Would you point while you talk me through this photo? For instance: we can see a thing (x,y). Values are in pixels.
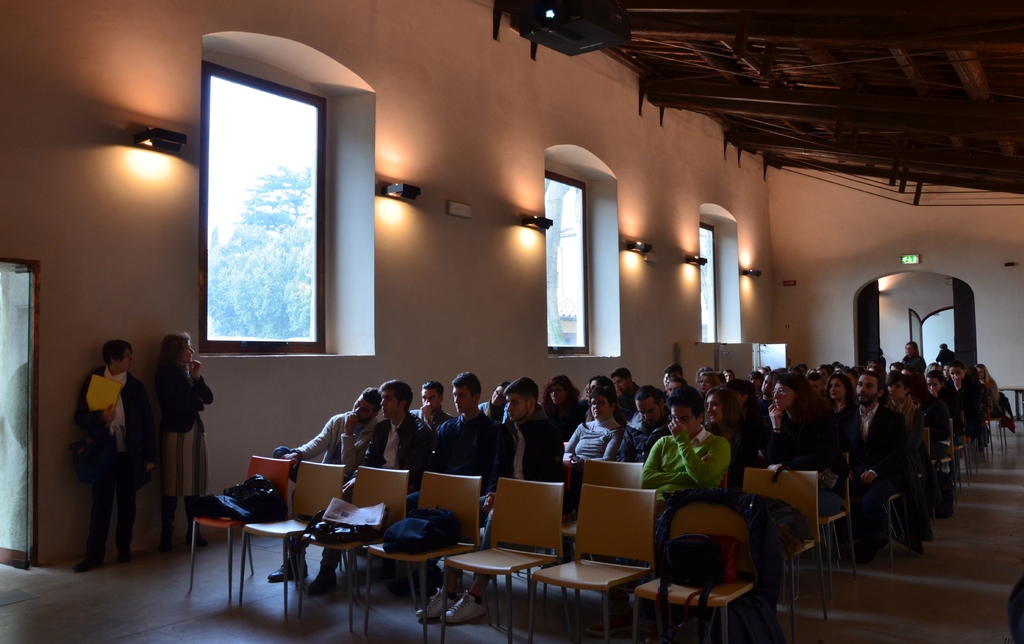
In this image I can see a group of people (462,472) are sitting on the chairs (436,494) and bags (447,515). In the background (421,259) I can see a wall (686,236), windows (261,258), four persons (116,349) are standing, door (15,267), lights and a rooftop (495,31). This image is taken may be in a hall (718,488).
